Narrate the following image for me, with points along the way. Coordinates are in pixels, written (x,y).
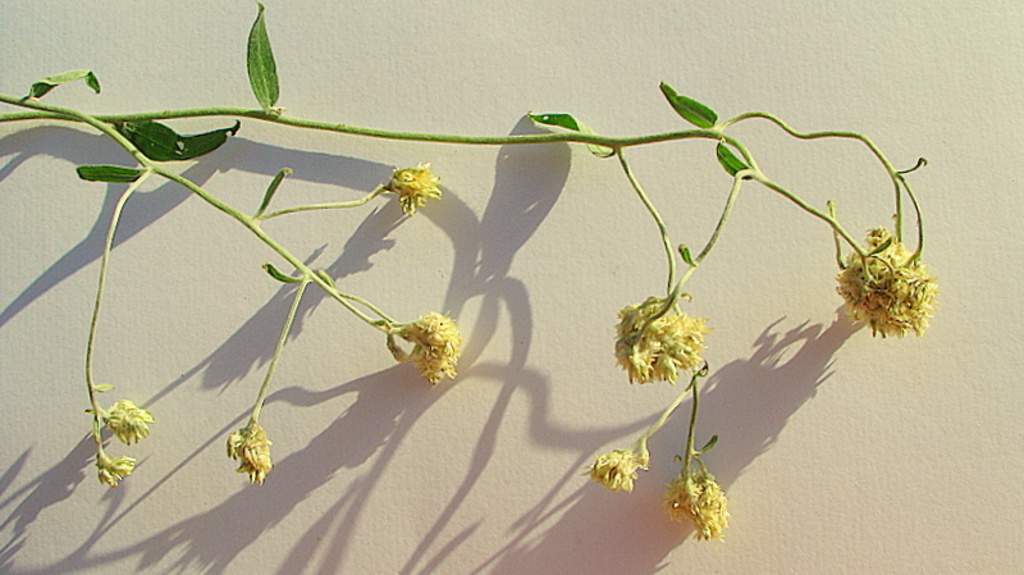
In the center of the picture (421,356) there are flowers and leaves (190,142) and stems (170,112) of a plant (129,175), behind the plant (126,149) there is a wall (140,506) painted white.
